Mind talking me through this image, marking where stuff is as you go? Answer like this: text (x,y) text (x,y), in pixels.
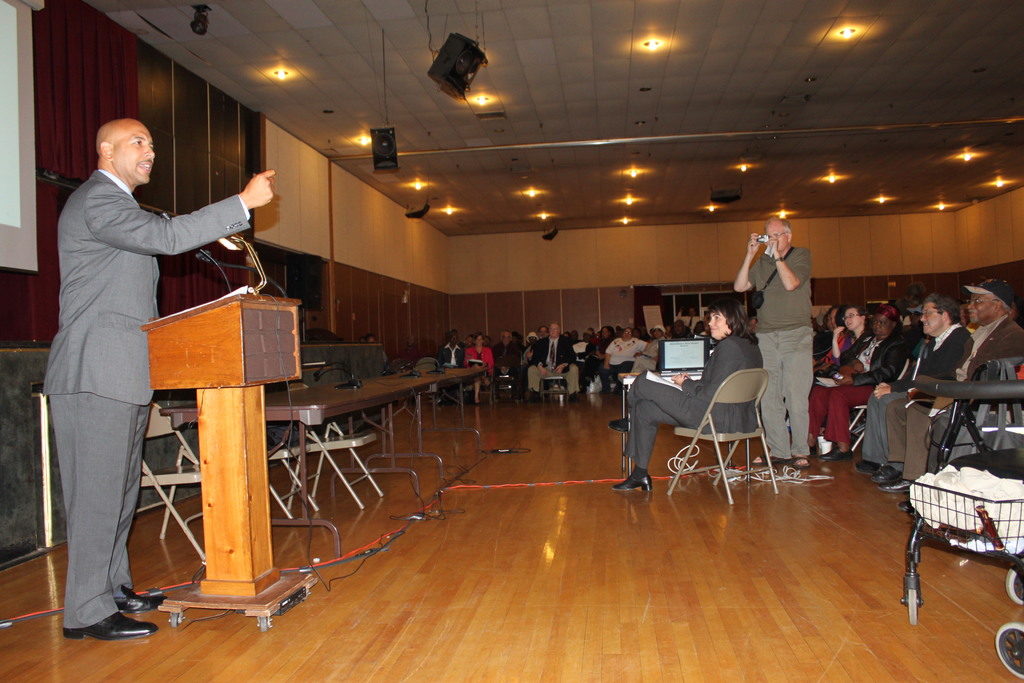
In this image I can see one person (133,339) standing in-front of the podium (216,318). To the right (896,410) there are the group of people (633,392) sitting and wearing the different color dresses (654,398). I can also see the laptop (673,371) to the right (691,362). I can see one person (780,316) holding the camera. I can see the wheelchair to the right (921,574). In the top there are many lights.
